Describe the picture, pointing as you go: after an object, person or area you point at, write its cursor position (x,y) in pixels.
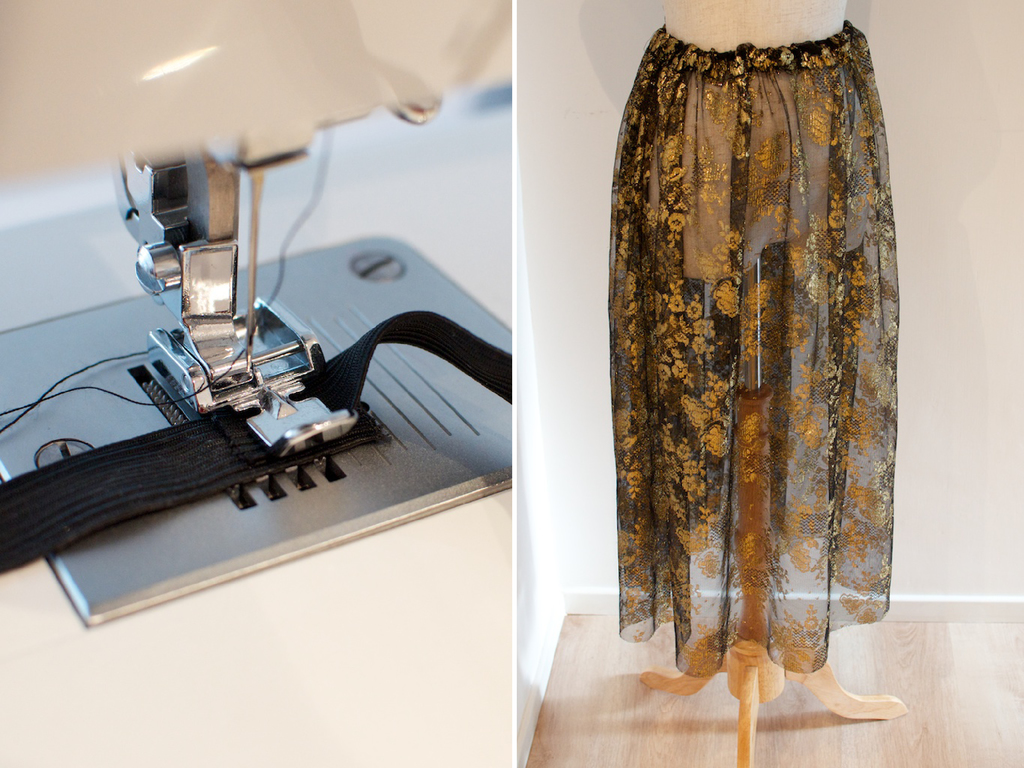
In this picture I can see collage of couple of pictures, In the first picture I can see a sewing machine (261,379) and in the second picture I can see a cloth (694,167) to the stand (816,147).
